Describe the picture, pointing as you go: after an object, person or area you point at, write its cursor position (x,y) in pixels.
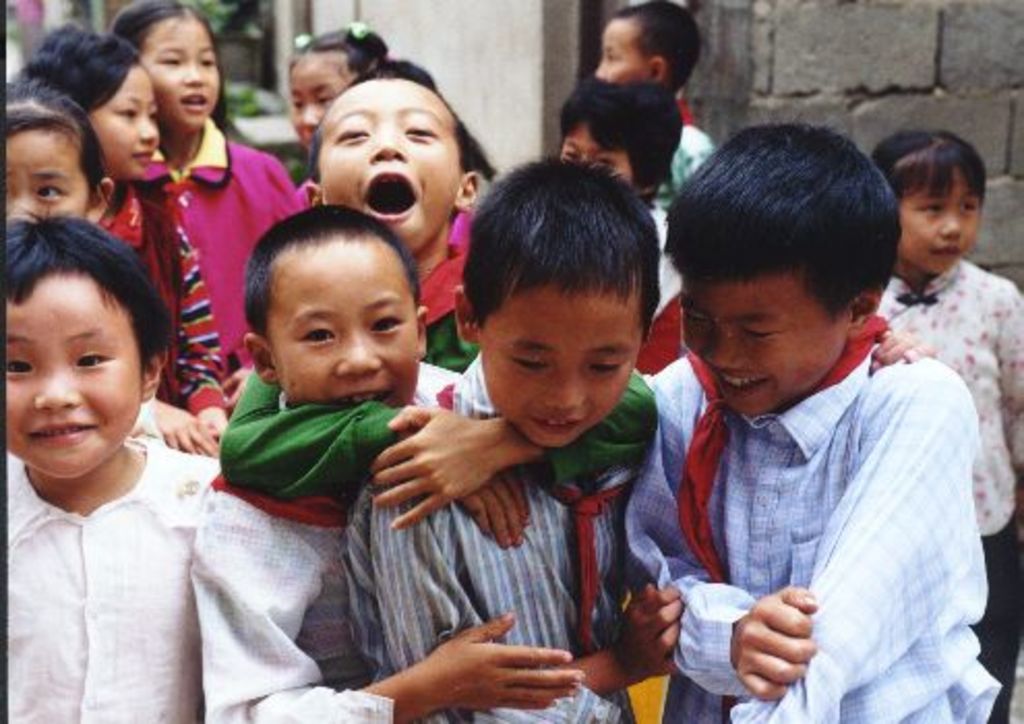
There are kids (709,324) standing. We can see wall (517,4).
